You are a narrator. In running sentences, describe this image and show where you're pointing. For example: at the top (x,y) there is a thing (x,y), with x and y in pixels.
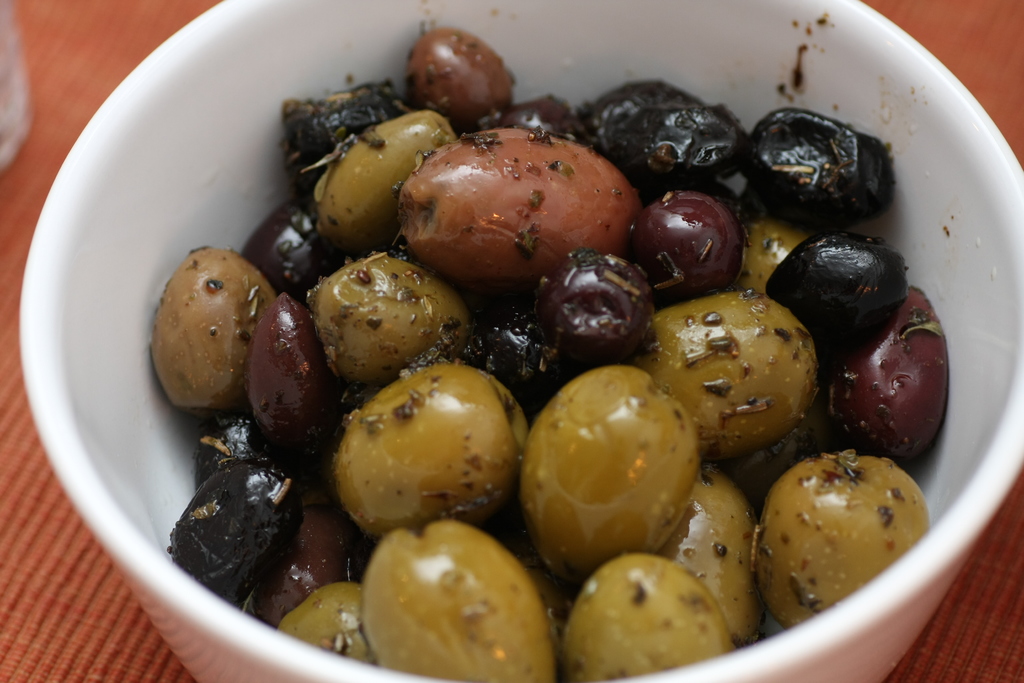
In this image I can see a food (390,222) in the white color bowl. Food (797,353) is in black, maroon and green color. It is on the brown surface (982,72).
